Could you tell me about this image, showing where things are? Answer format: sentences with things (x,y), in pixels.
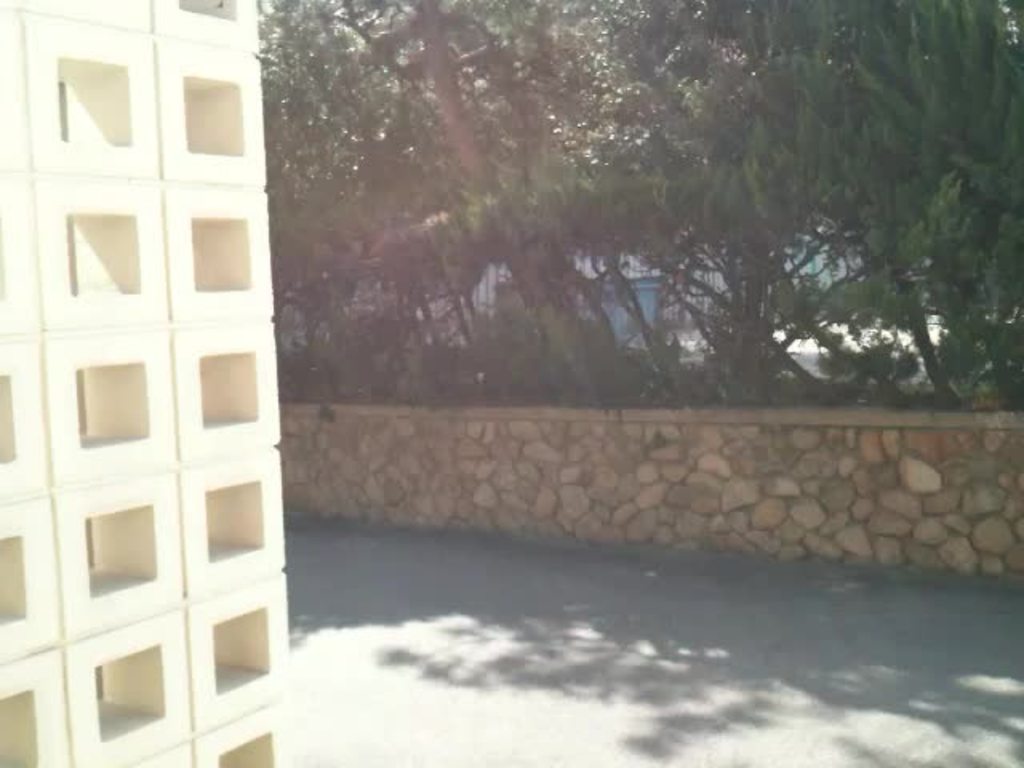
In this image I can see trees (648,330) in green color. Background (645,317) I can see some object (653,287) in blue color.
